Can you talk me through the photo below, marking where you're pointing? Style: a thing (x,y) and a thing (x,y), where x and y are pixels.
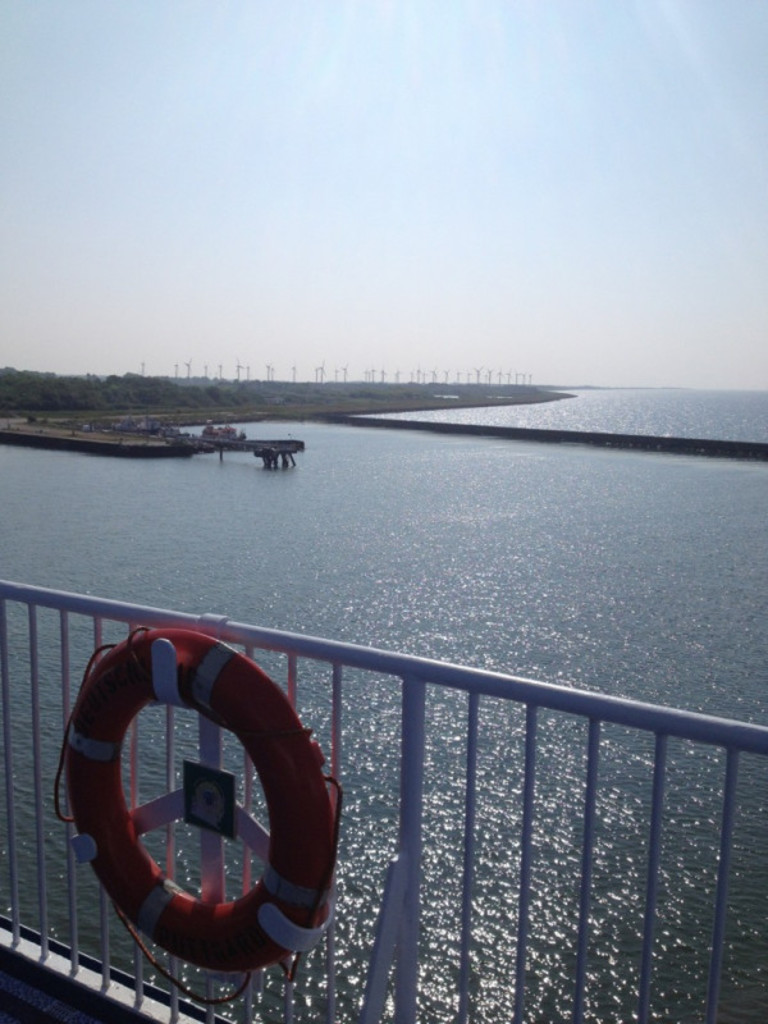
We can see tube (205,663) on fence (165,612) and water (427,442). In the background (226,398) we can see trees (59,390) and sky (418,124).
